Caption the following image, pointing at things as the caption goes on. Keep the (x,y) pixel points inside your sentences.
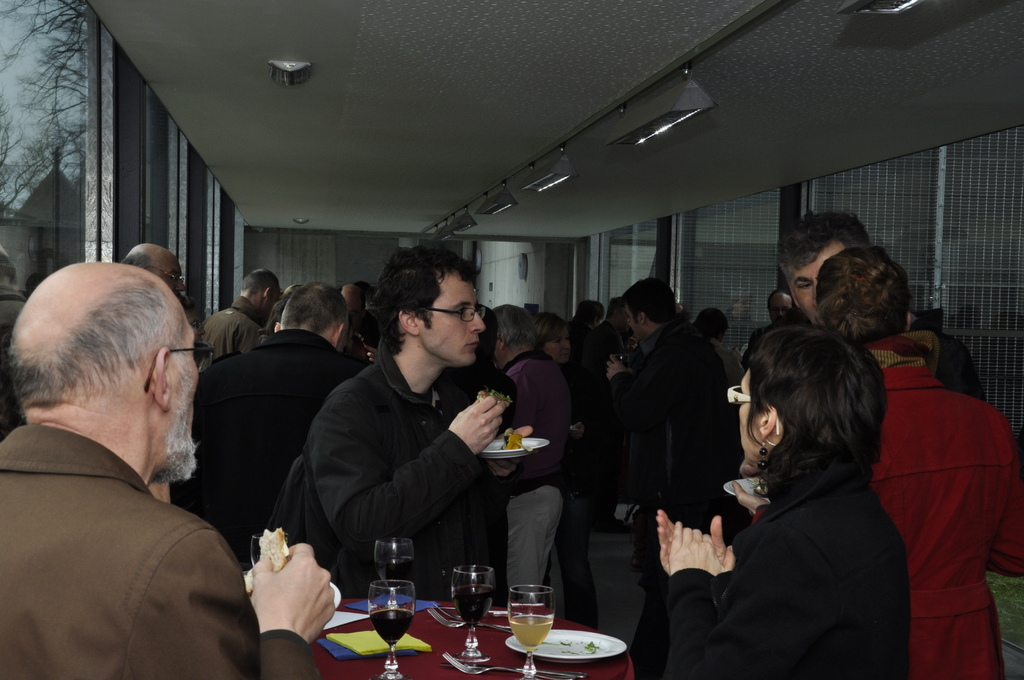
In this image there are people (838,538) standing and eating, in the middle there is a table (626,662) on that table (566,669) there is a plate (565,649), forks (515,672), glasses (391,636) on either side of the people (480,332) there is a wall (743,261), on the top (442,223) there is ceiling (553,74) and lights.
